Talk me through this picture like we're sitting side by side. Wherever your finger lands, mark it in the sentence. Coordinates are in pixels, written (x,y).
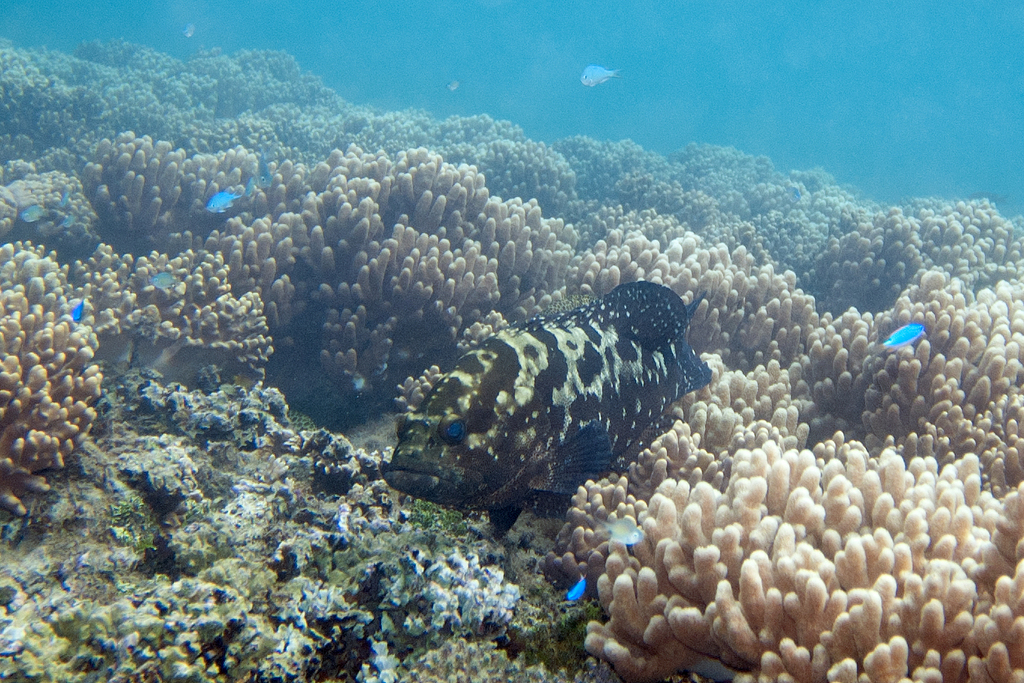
In the center of the image (511,432) we can see fish (551,413) underwater. In the background (77,262) we can see fish (580,592) and coral reefs (584,229).
